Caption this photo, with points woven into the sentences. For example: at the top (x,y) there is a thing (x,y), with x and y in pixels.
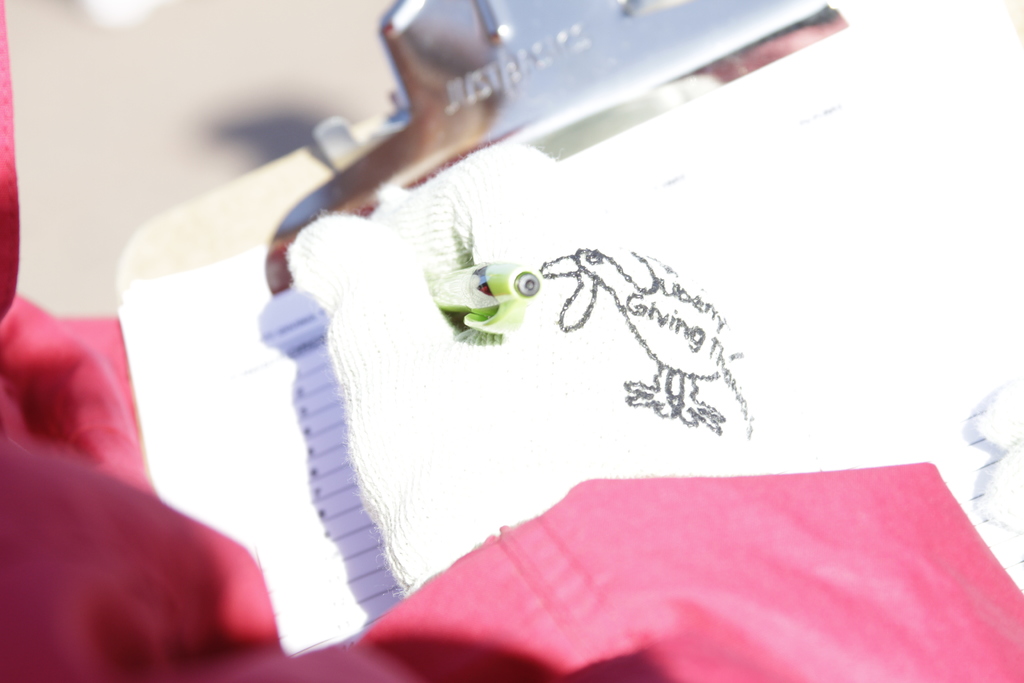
In this picture we can see a paper (235,361) on the pad (289,192), and we can find a red color cloth (629,559).
